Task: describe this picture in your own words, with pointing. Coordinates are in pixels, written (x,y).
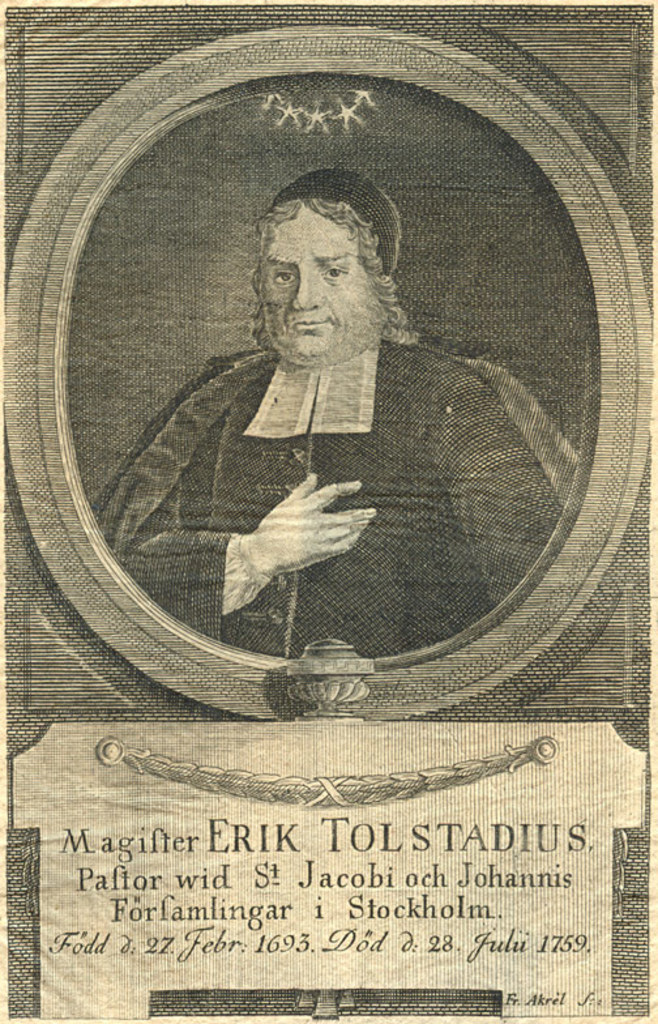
In this image I can see a person (345,576) and at the bottom (470,893) I can see the text (333,890).
